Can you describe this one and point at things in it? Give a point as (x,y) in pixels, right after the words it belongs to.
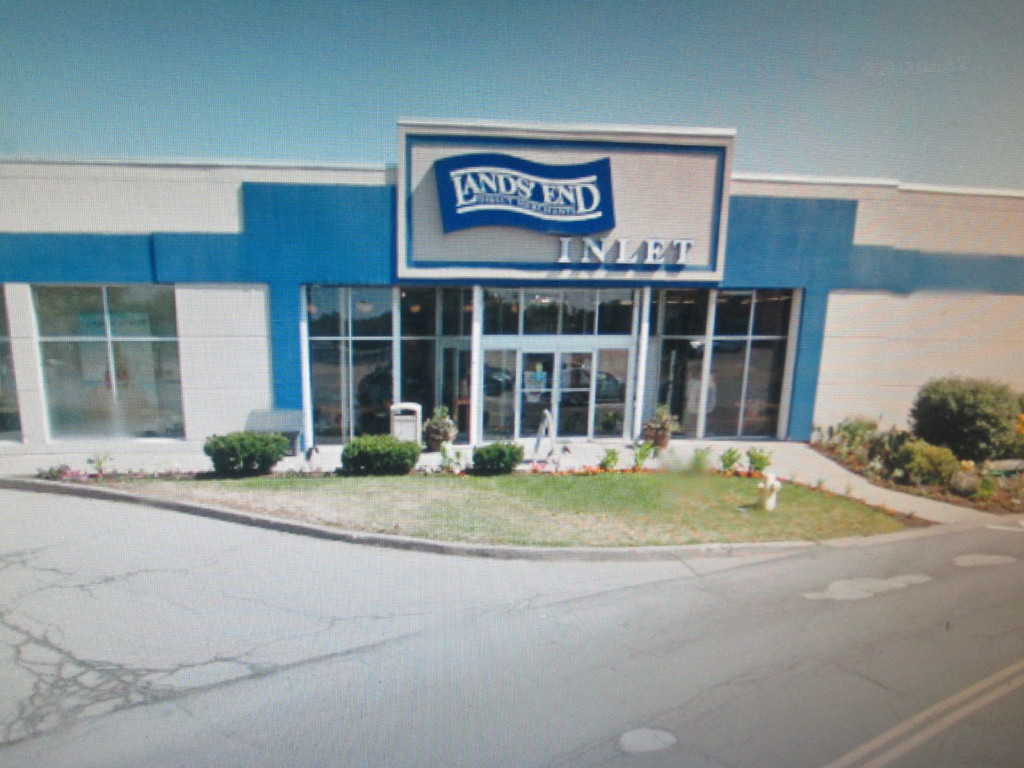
In this image in the center (488,307) there is a building (334,403) and glass windows (380,379), and on the building (567,247) there is text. In the foreground (251,484) there are some plants (560,472) and grass (492,489) and some objects (760,484), at the bottom (396,656) there is a road (933,616) and at the top (772,97) there is sky (628,97).
